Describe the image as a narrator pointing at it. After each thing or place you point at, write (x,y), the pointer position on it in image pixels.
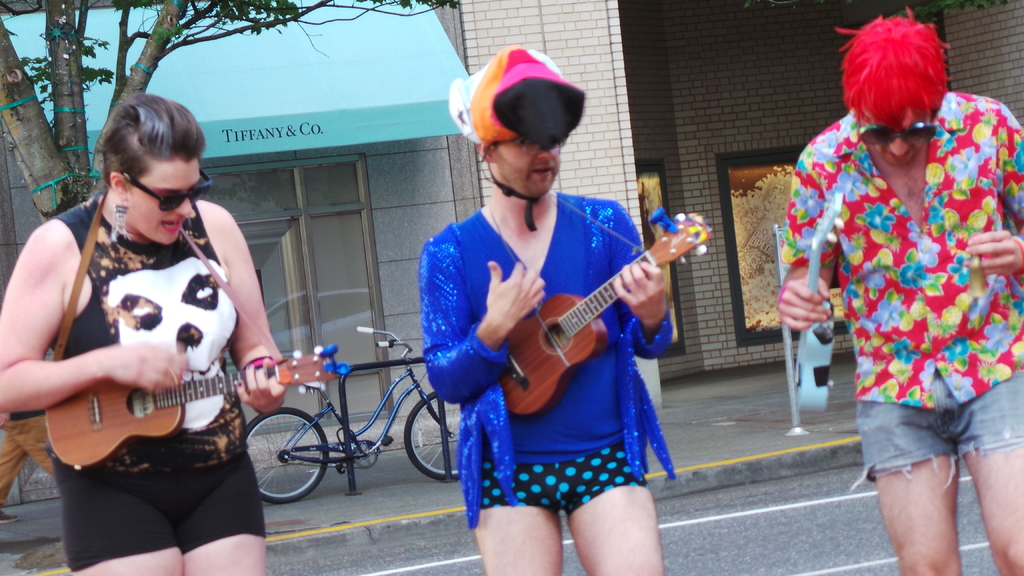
In this picture there is a woman (152,207) and two men (805,312) who are playing music. There is a bicycle (328,412) and tree (20,102) at the background (23,87).
